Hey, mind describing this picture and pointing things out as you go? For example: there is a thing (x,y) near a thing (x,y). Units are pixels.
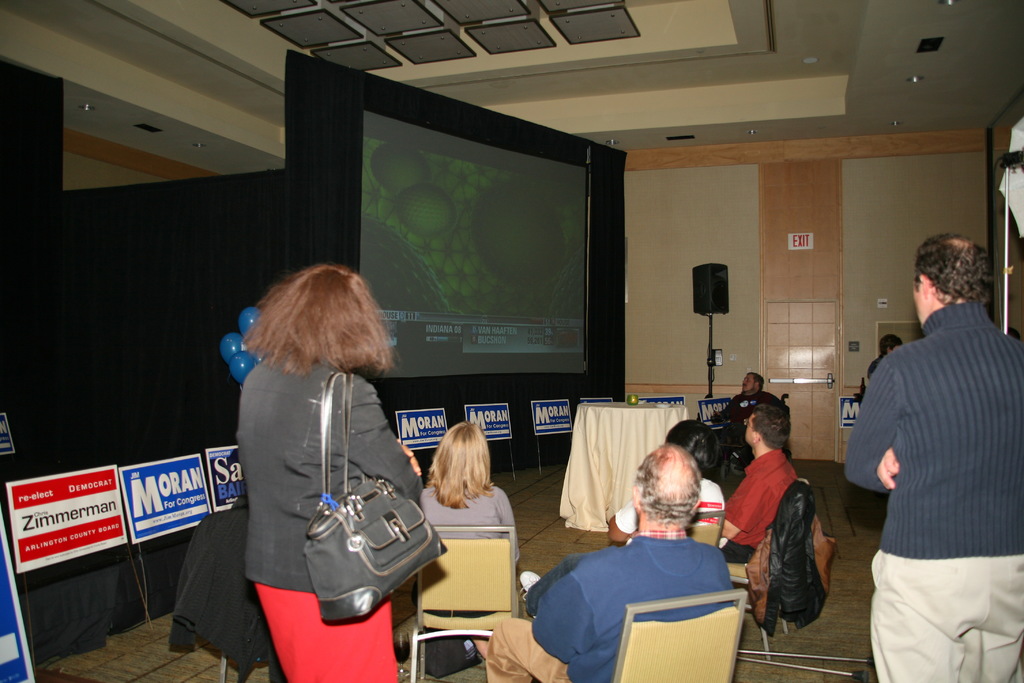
This picture is clicked inside. In the center (352,353) we can see the group of persons (689,504) sitting on the chairs (502,585) and we can see the group of people (956,396) standing on the ground (870,645) and we can see the chairs (719,613), banners (234,488) attached to the stands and we can see the text (80,523) on the banners (545,429). In the background (707,219) there is a wall (717,204), speaker (718,289) attached to the stand (712,322) and we can see the curtains (340,182), roof (709,83), ceiling lights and a projector screen (512,224) on which we can see the picture of some object (478,275) and the text (514,336).
